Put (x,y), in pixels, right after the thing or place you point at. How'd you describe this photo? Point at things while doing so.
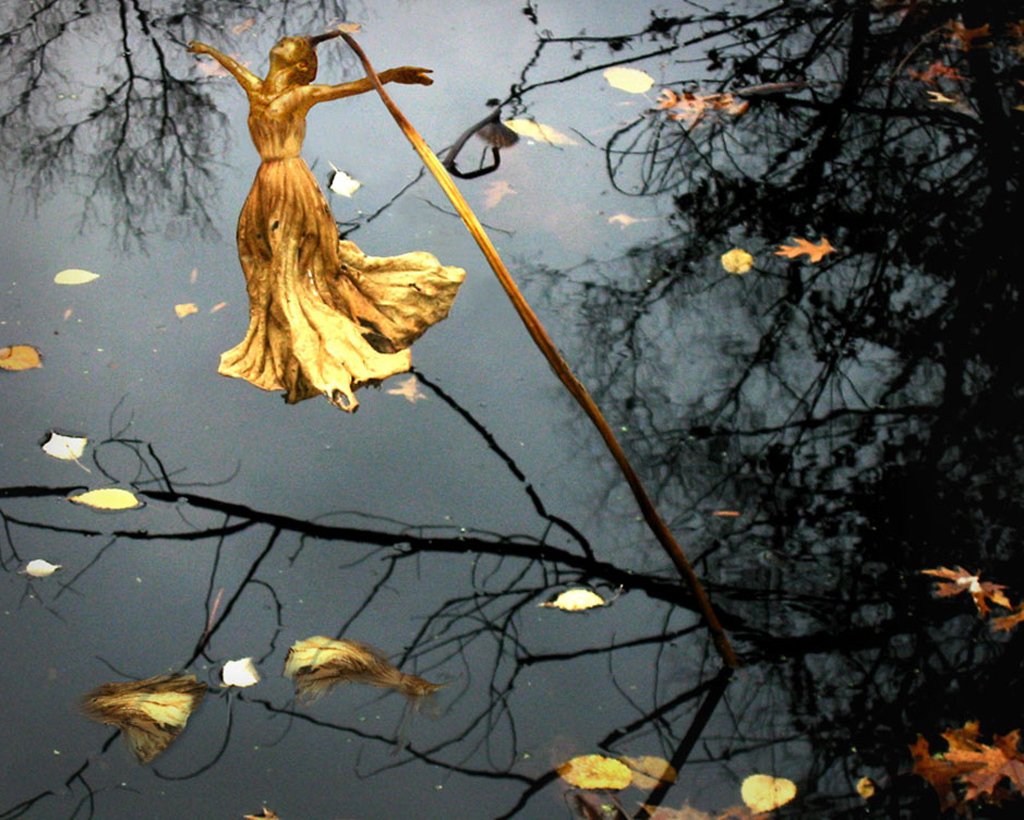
In this image I can see the water (433,520), few leaves (80,463) on the surface of the water (208,514) and a yellow colored flower (373,340) which is in the shape of a person (273,229) to the plant (704,594).
